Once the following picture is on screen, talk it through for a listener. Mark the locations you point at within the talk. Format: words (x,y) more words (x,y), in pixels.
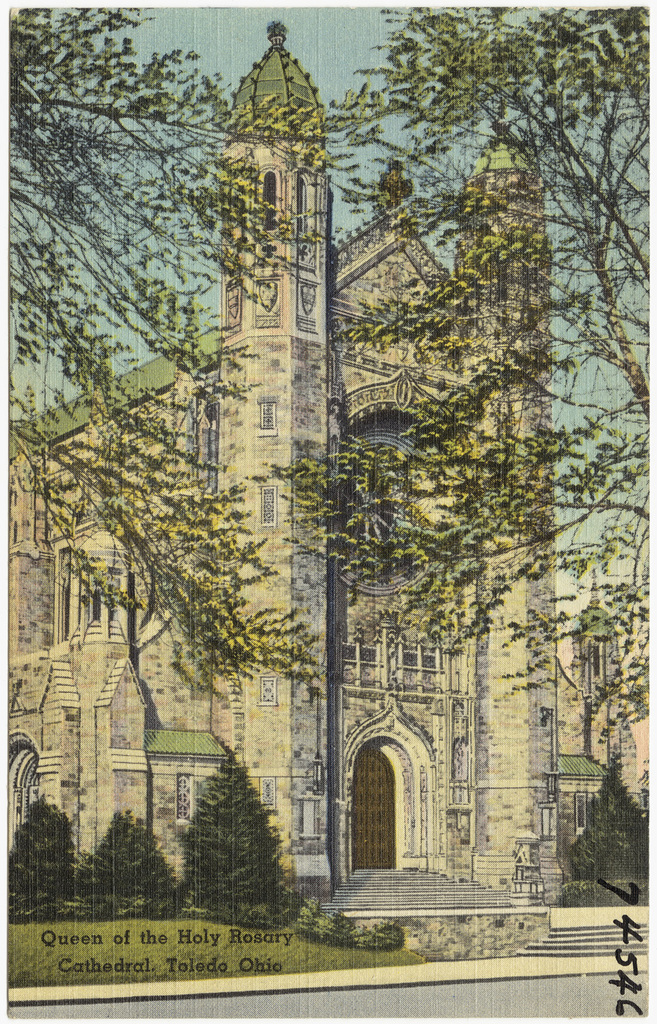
This image consists of a poster (395,558). In the middle (396,598) there is a building (383,641). At the bottom (336,914) there are trees (196,878), grass (144,951), staircase (611,945), road (538,986) and text (176,941). At the top (336,44) there are trees (437,187) and sky (327,50).
